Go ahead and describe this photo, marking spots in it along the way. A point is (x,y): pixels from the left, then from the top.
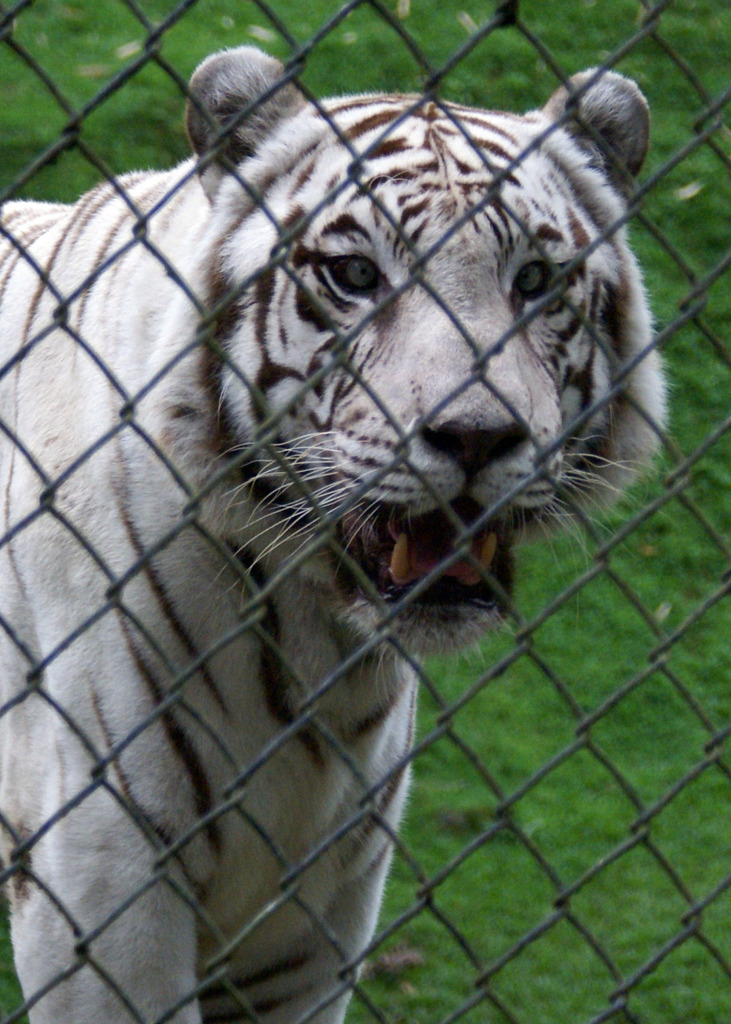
In this image I can see a tiger (143,650), in front of it there is a net (270,421). In the background (531,758) can see the grass (561,839) on the ground (602,890).
